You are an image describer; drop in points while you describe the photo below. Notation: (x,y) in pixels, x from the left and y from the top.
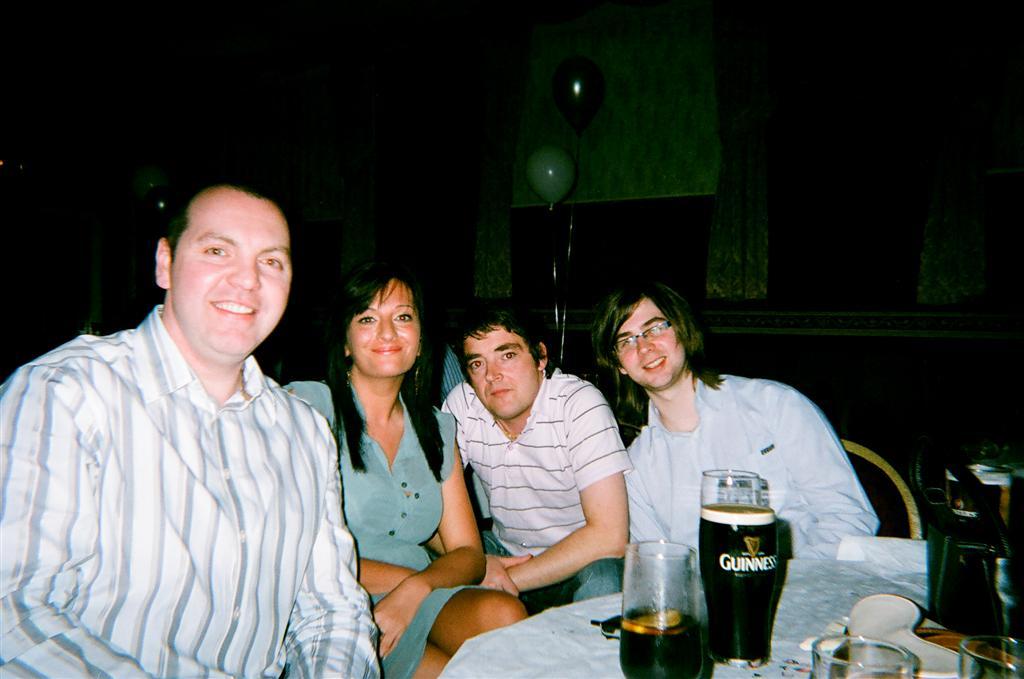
In this picture, we see four people (544,548) sitting on the chairs (875,453) in front of the table (553,642) and three of them are smiling. On the table (542,643), we see a glass (669,598) containing liquid (691,622), plate (895,612) and another glass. Behind them, we see a wall (592,173) and balloons (563,171). In the background (494,178), it is dark and this picture might be clicked in the dark.
